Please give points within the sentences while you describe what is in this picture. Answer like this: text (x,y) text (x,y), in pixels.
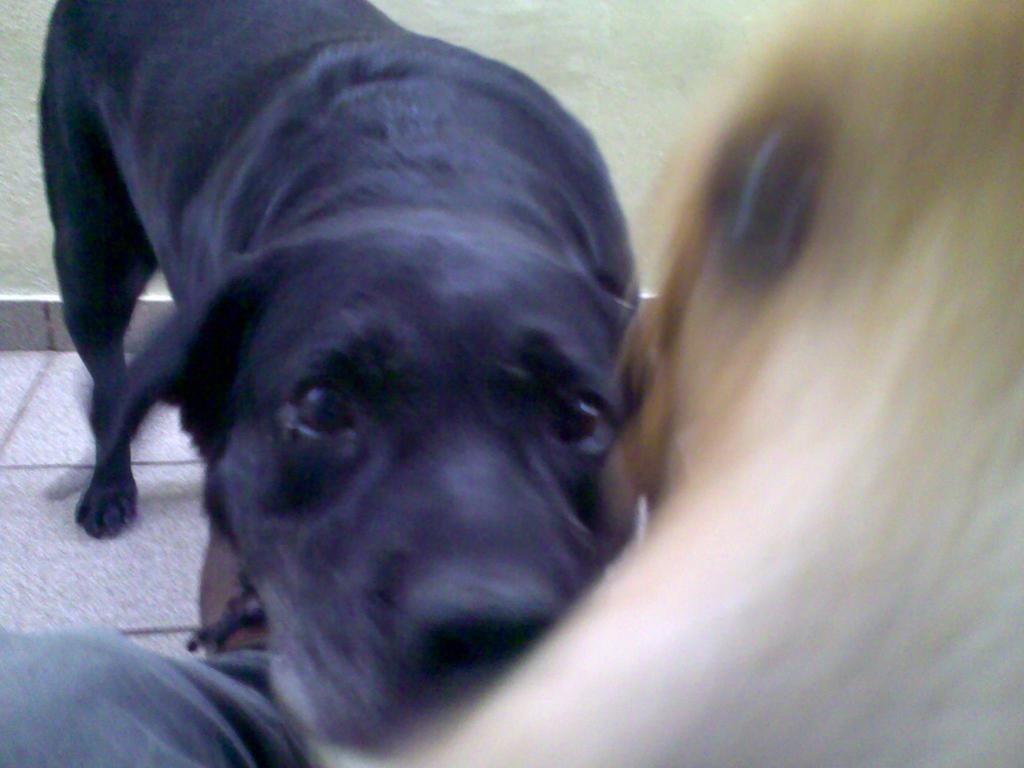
In this image I see a dog (318,276) which is of black in color and I see that it is blurred over here and I see a leg (197,683) of a person (146,666) and I see the path (73,443).
